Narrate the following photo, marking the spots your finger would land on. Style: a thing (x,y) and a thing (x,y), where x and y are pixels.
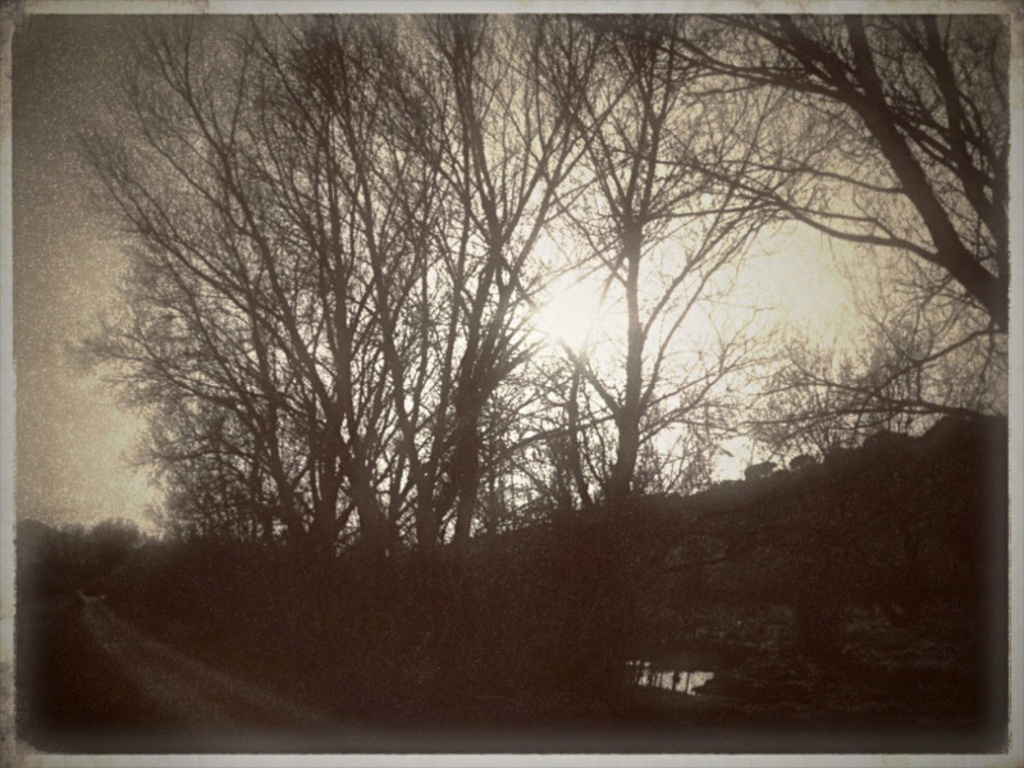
In this image we can see black and white picture, in which we can see a group of trees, water (677,688) and some animals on the ground (193,678). At the top of the image (92,228) we can see the sky (114,222).
